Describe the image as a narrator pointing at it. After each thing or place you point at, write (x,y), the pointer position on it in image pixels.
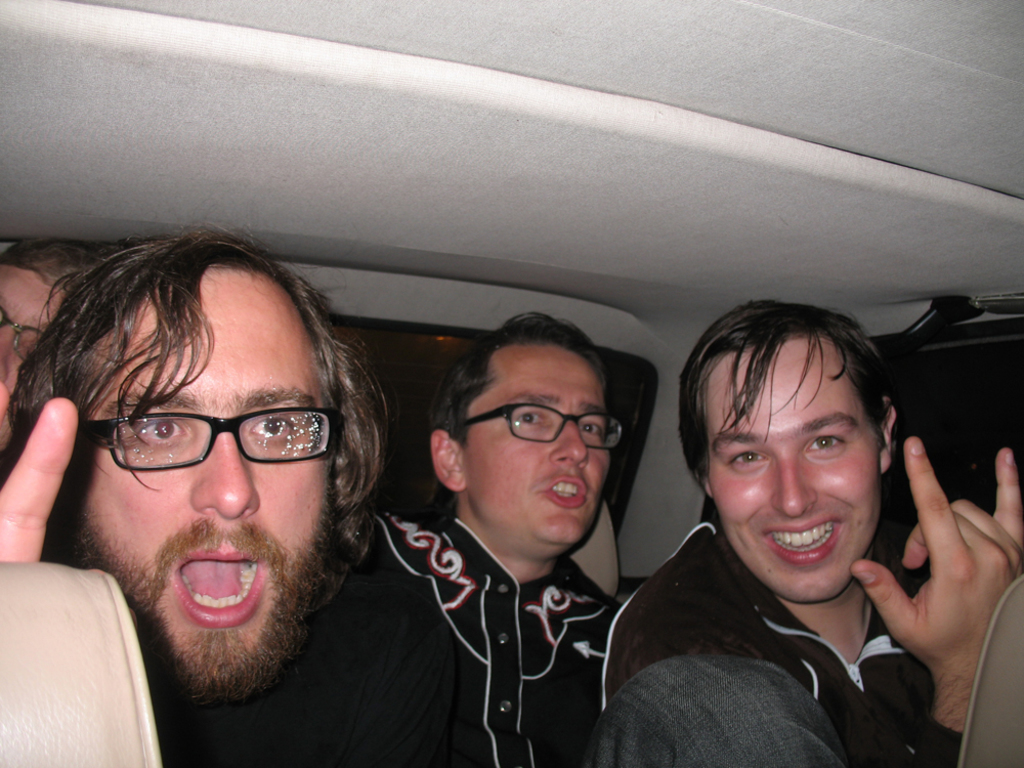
In this image there are group of people (294,486) who are smiling and three of them are wearing spectacles (596,426), and it seems that they are sitting in a vehicle (746,275).
